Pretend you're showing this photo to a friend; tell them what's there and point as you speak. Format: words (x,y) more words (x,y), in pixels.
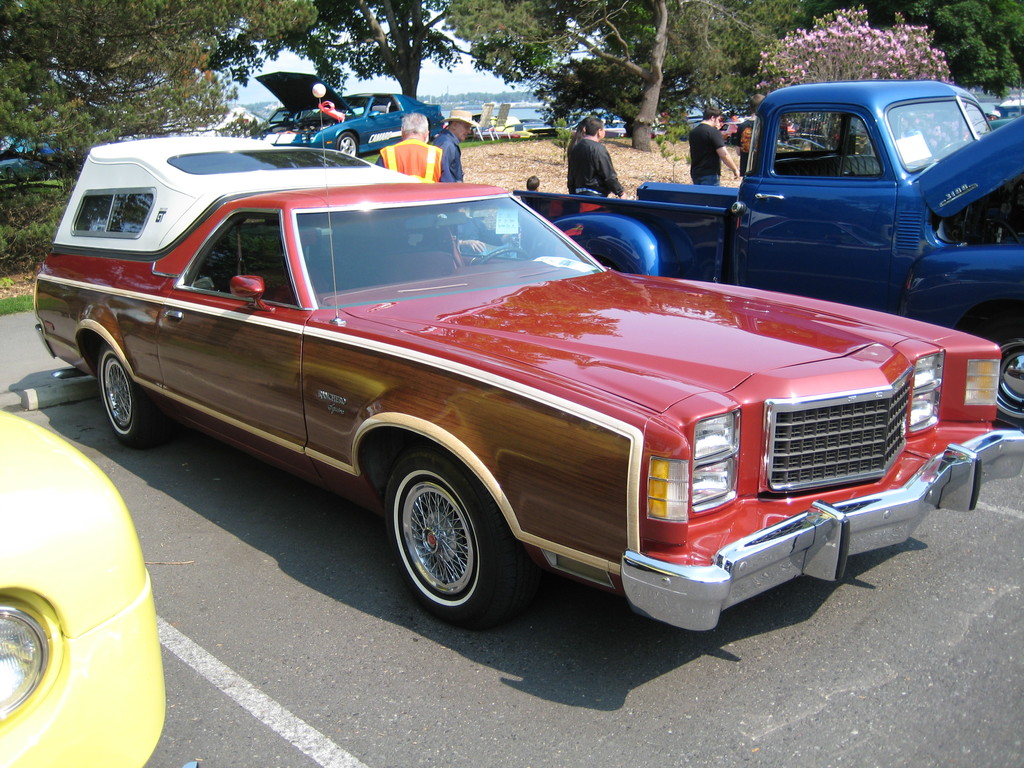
In this image there are cars (580,404) parked on the road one beside the other. In the background (398,158) there are few persons (416,157) standing in the middle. There are trees (237,74) on either side of the image. In the middle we can see there is water (533,114). There are few chairs (494,130) on the ground (470,144).
